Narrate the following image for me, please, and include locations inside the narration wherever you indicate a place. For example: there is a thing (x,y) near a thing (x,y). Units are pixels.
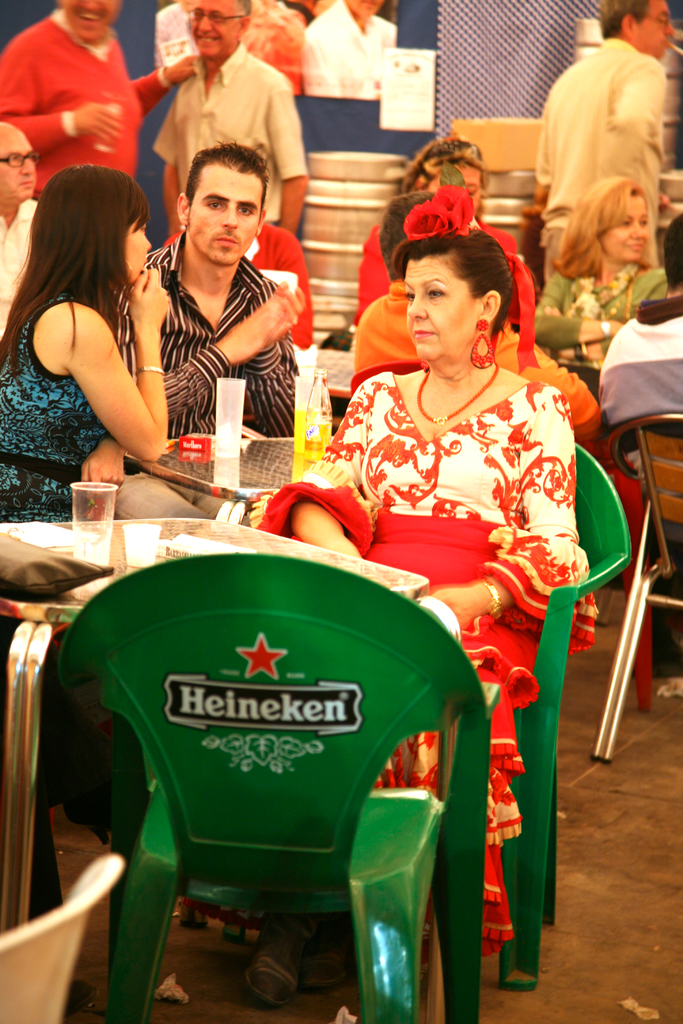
In this picture there are group of people (288,402) who are sitting on the chair (379,593). There is a bottle (311,424) and a glass (100,504) on the table (34,626). There is a bag (35,558) on the table (18,631). There are two men (209,52) who are standing and smiling.
